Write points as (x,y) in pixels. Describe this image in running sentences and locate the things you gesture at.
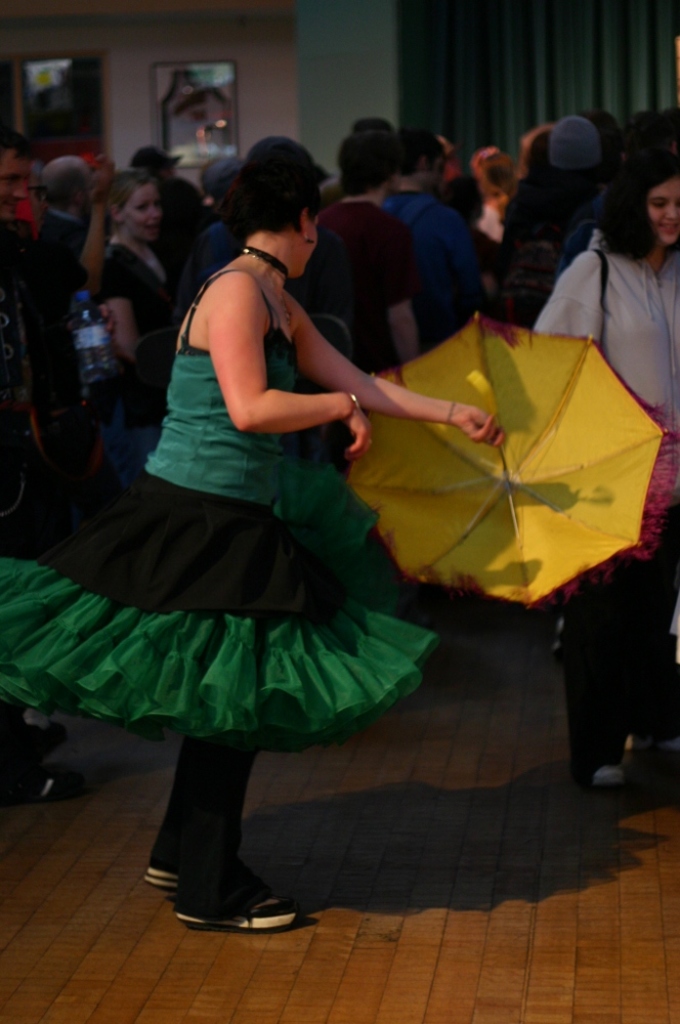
The picture may be taken in a party. In the center of the picture (372,453) there is a woman (426,415) holding an umbrella (460,373). In the background (459,201) there are people (151,196) dancing. At the top (393,79) there are curtain (556,48), frame (161,92), door (76,123) and wall (317,67).
